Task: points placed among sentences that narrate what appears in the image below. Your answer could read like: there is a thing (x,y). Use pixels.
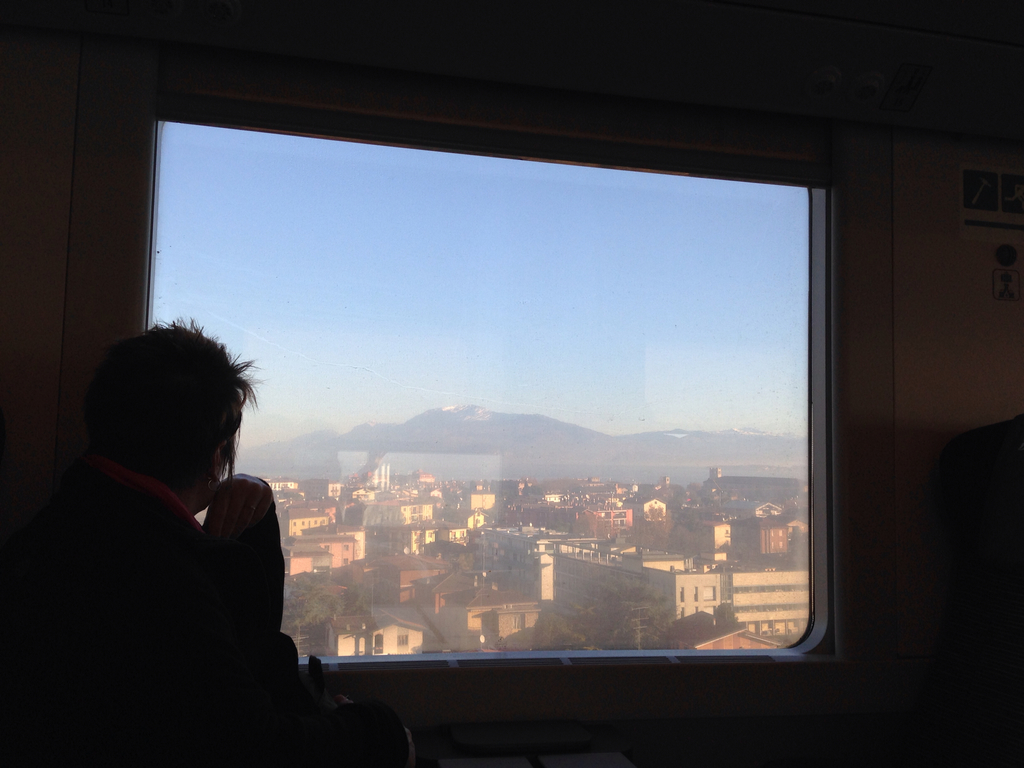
In this picture we can see a person (272,553), window (737,247), poster (976,221) on the wall (932,294) and some objects (391,745) and through this window (641,470) we can see buildings (424,484), trees (298,586), mountains (443,441) and the sky (402,295).
